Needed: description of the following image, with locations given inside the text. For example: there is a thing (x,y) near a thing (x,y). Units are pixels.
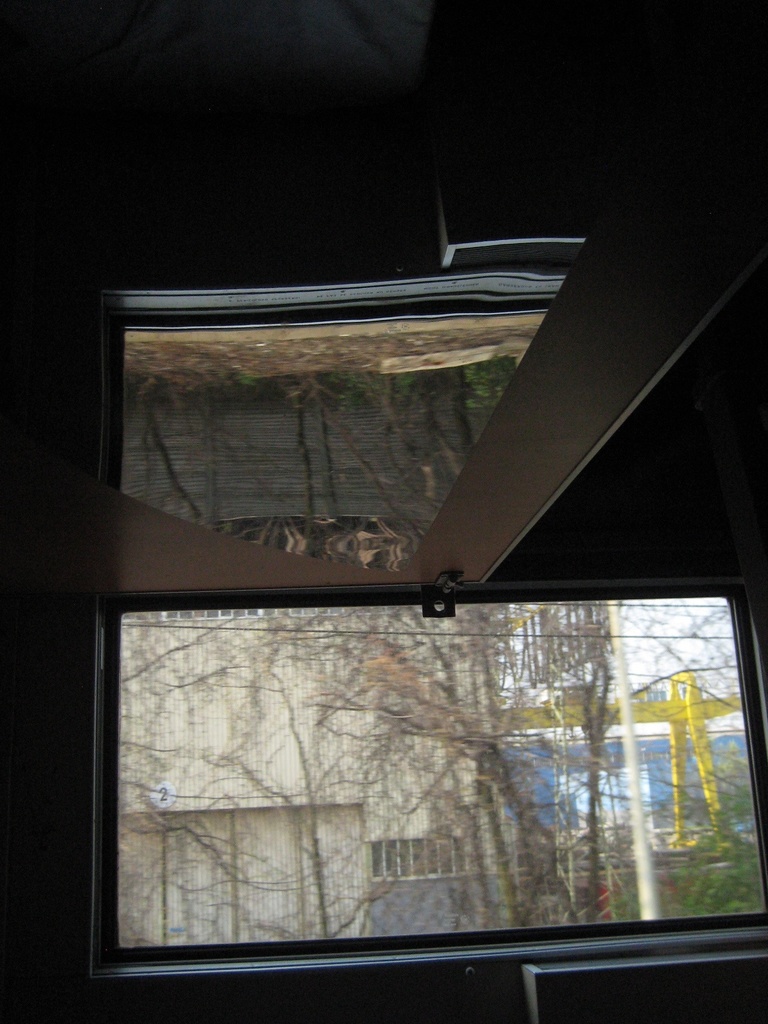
There is a glass window (441,847) and there is a building (367,763) and trees (461,710) in the background (468,716).
